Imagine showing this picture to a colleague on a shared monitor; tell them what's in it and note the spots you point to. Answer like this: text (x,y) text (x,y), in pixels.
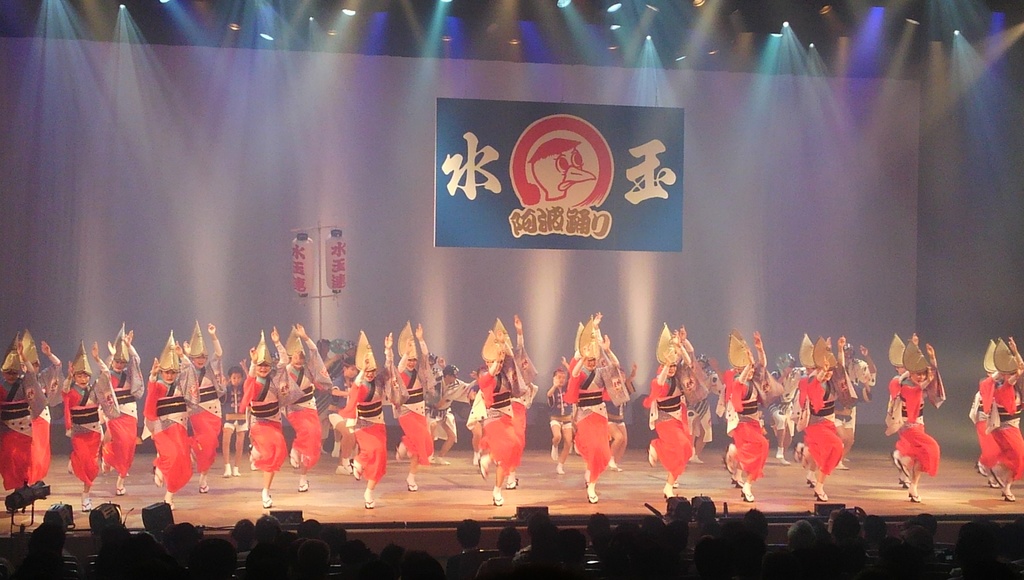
In this image I can see few people (412,473) are wearing different color costumes (466,396) and they are on the stage (203,502). Back I can see a blue board (457,131) and few lights (266,40). In front (795,535) I can see few people (728,530).
